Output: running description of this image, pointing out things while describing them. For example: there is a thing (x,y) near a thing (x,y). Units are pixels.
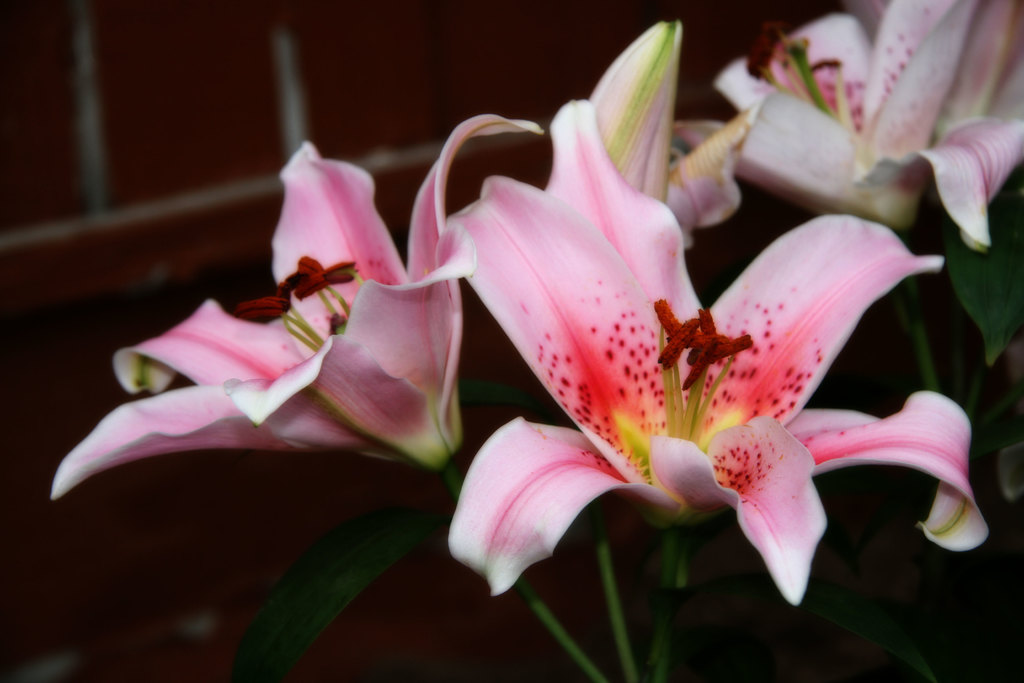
In this picture we can see there are plants (667,471) with the flowers (625,324). Behind the flowers (569,292), it looks like a wall (297,132).
